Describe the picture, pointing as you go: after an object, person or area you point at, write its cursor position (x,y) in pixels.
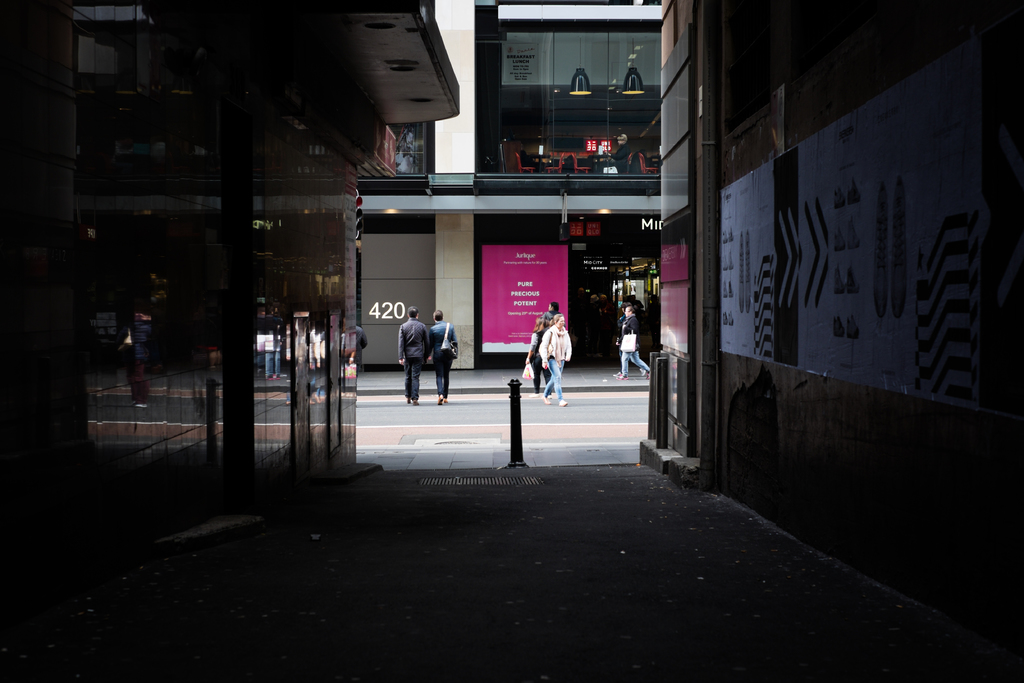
In this image in the center (633,354) there are group of persons (405,344) walking. On the right side (833,305) there is a wall (774,296) and on the wall (783,289) there is a banner (832,281). On the left side (176,354) there is a wall (259,312). In the background (446,179) there is a building (462,203) and on the wall (460,301) of the building (471,295) there is a board (511,298) with some text (522,296) written on it.
